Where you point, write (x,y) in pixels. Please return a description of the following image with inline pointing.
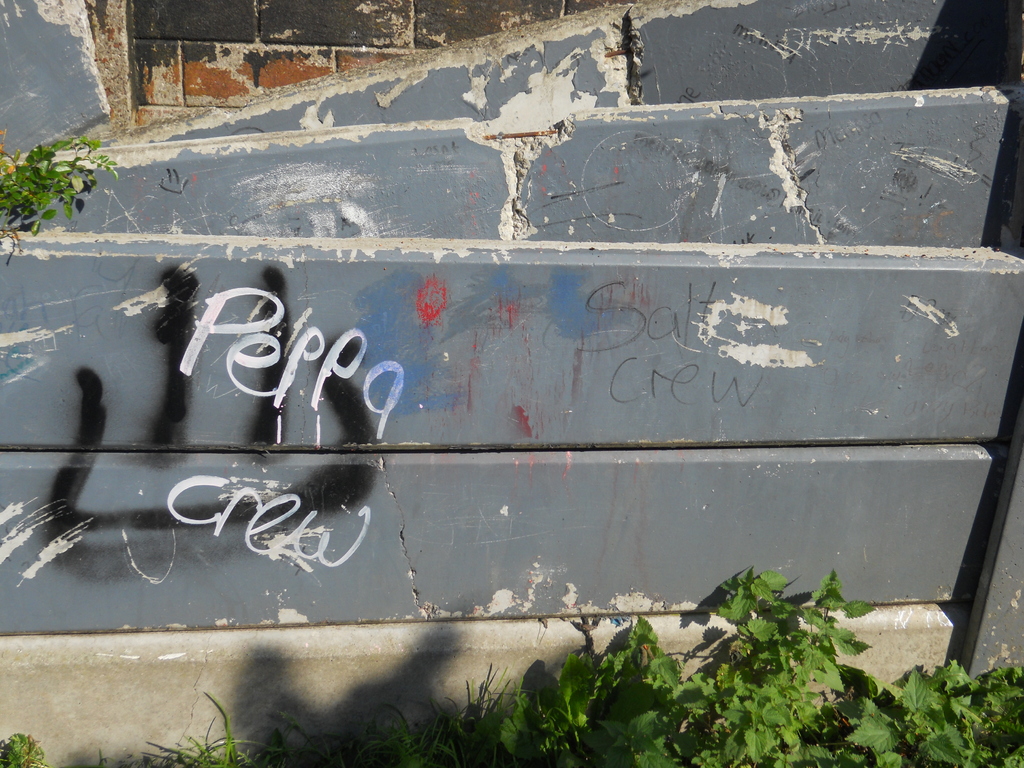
In this image we can see the text (226,296) on the wall (562,295). We can also see the plants (617,687) and grass (463,740).
